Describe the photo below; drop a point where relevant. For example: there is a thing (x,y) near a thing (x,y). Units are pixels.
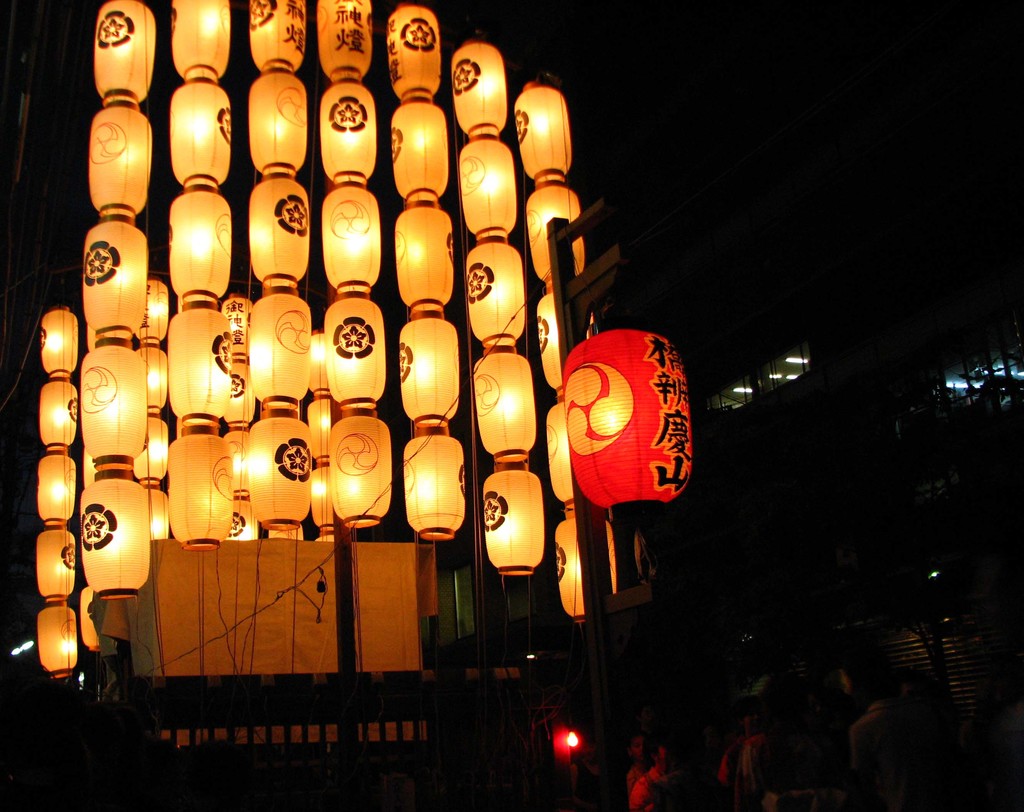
In this image in the middle (487,325) there are group of paper lantern (501,84), at the bottom (810,723) maybe there are some people (791,726), on the right side (743,352) may be there is a building (745,397).
